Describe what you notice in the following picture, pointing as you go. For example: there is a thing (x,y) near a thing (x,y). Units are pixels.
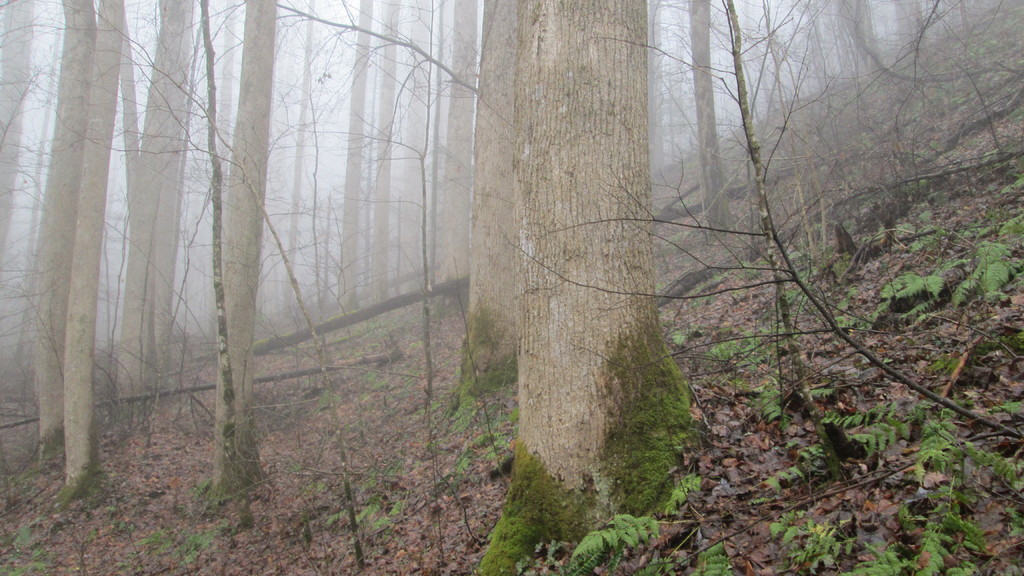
In this picture we can see the trees (249,110) and fog (230,104). At the bottom of the image (330,415) we can see the dry leaves (1004,441) and twigs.
